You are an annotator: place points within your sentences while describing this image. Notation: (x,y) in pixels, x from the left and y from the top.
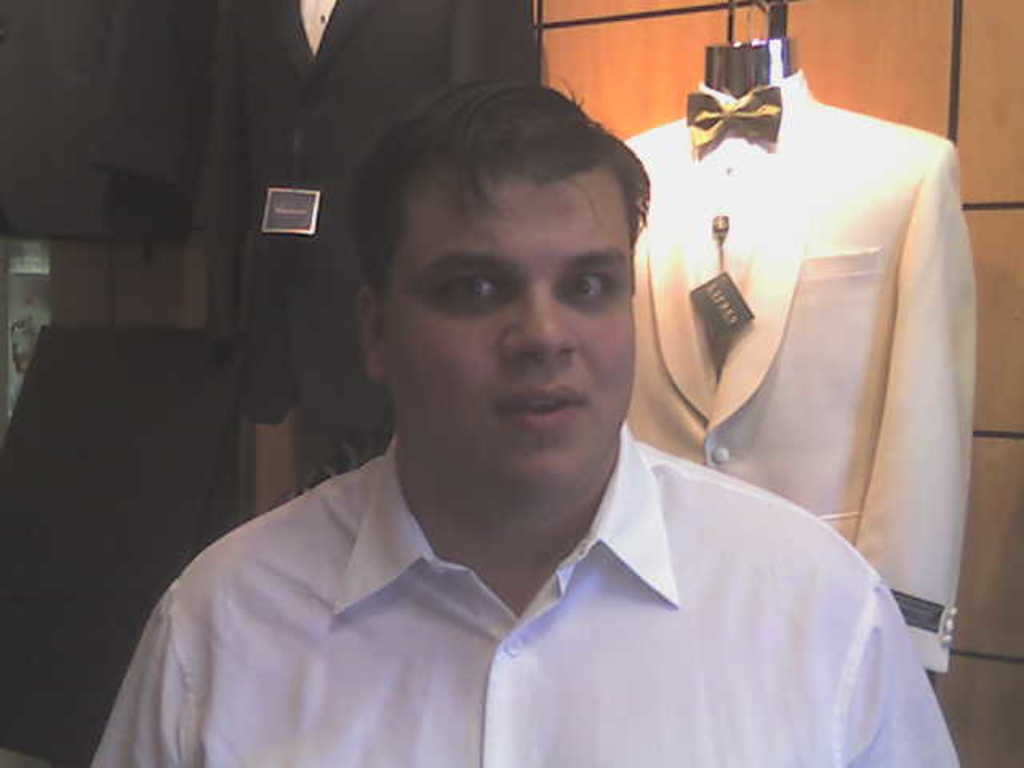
In this image we can see a person (531,543) standing in a room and in the background (717,283) there are clothes (770,194) with tag (722,299) hanged to the wall (879,112).
